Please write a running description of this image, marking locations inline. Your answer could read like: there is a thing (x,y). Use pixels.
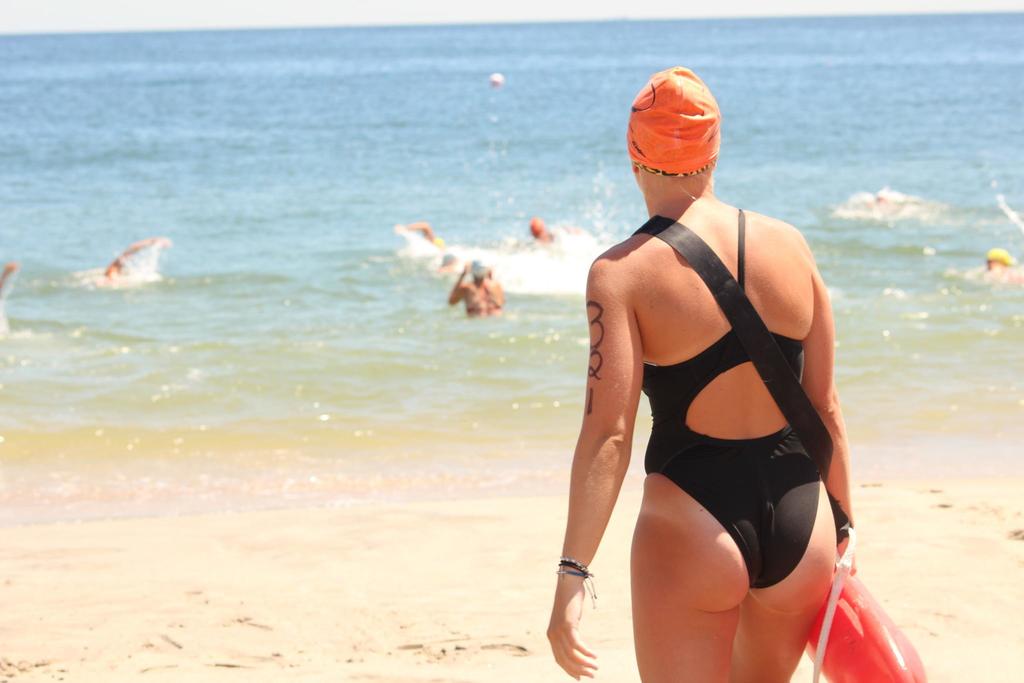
This image consists of a woman (729,460) wearing a black swimsuit (739,524). In the background (234,271), we can see a beach (33,346). In which there are few persons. At the bottom (323,564), there is sand (323,564) and water (244,463).
